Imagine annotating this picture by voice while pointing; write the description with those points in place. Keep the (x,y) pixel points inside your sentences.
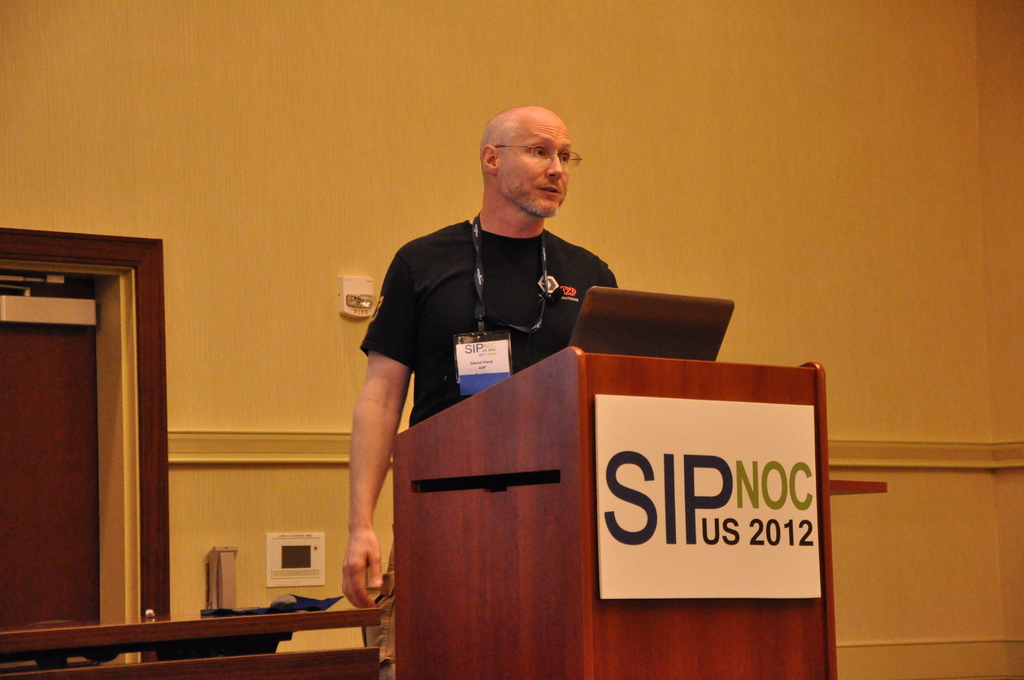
In the image we can see a man (402,276) standing wearing clothes (419,302), spectacles (541,152) and identity card (484,352). This is a podium (515,540), door (50,498), wall (842,272) and other object (294,569), this is a poster (700,496).
